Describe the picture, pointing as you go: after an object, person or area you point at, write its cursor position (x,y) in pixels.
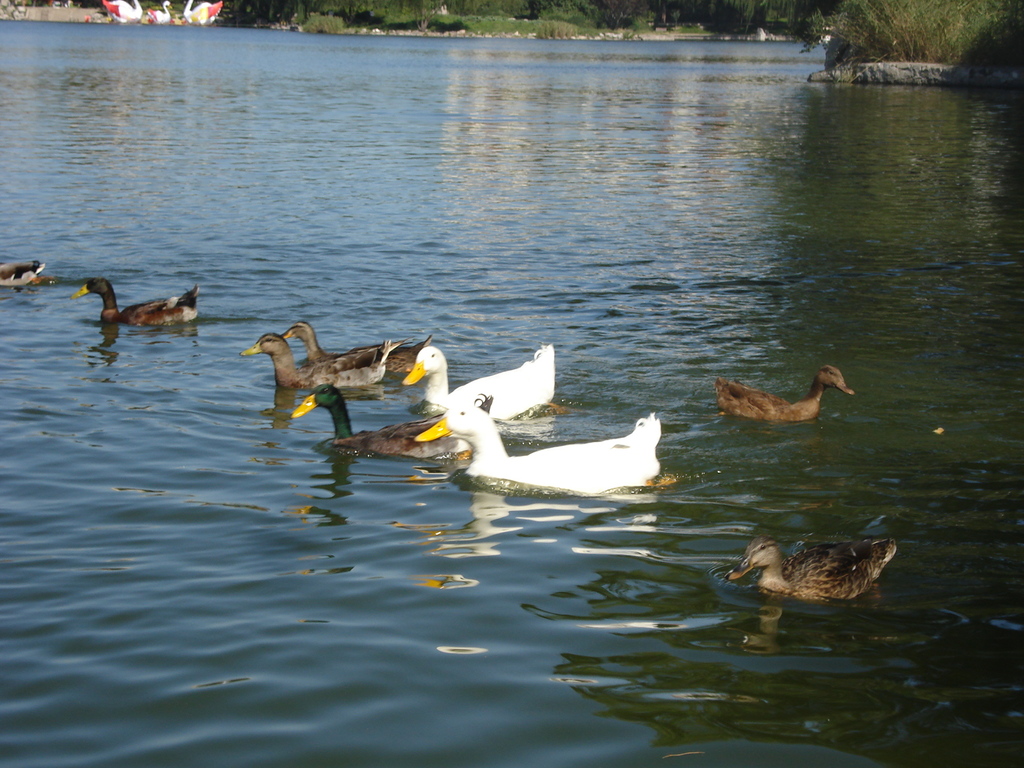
In this picture I can see ducks (22,265) in the water (328,145), and in the background (239,5) there are trees (801,21) and statues of ducks (126,4).
